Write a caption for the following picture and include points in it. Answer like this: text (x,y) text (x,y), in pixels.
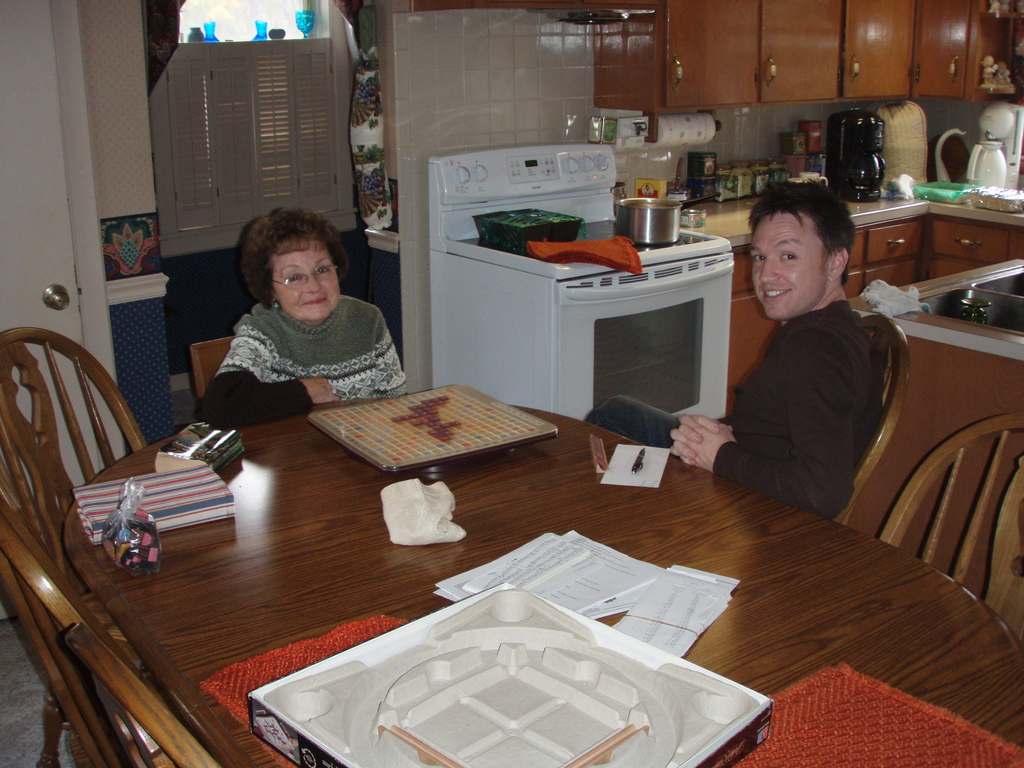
In this image, we can see people (256,320) sitting on the chairs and we can see boards (381,405), papers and some other objects (386,503) on the table (296,552) and there are some more chairs (106,642). In the background (560,202), we can see an oven (621,295) and there are some jars (619,185), vessels (655,232), a kettle (975,172) and some other objects (640,129) and we can see cupboards (815,69), a curtain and some decor items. At the bottom (28,729), there is a floor (28,710).
